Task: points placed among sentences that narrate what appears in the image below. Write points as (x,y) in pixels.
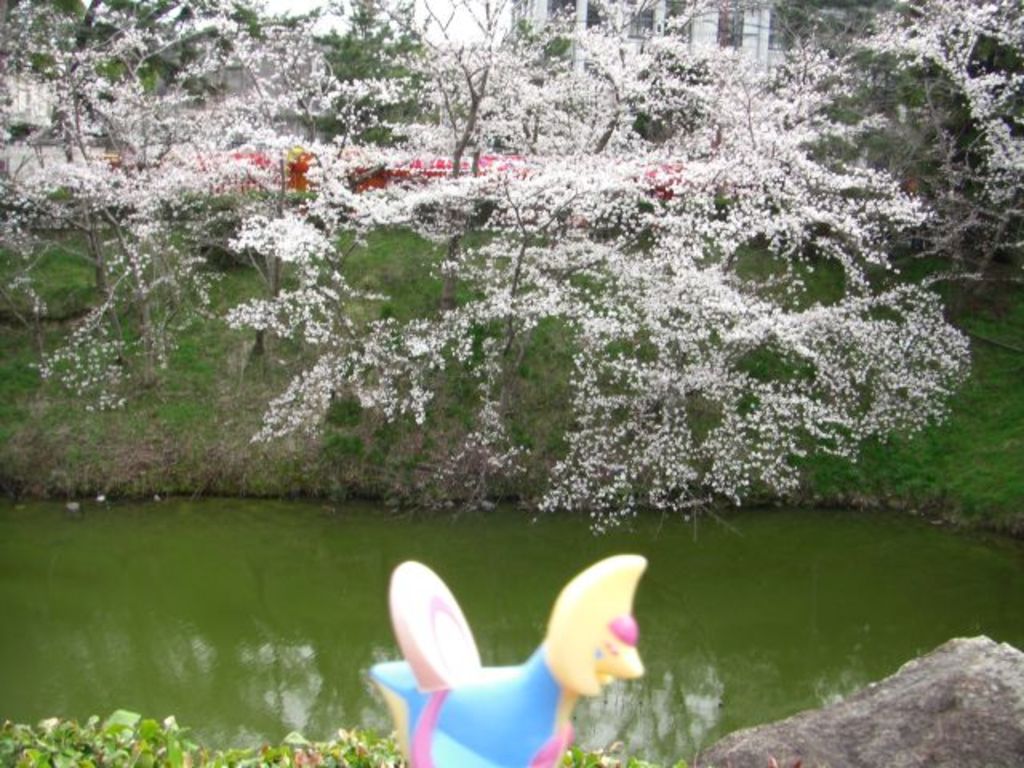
In this picture there is an object (553,680) and there is water (476,560) behind it and there are trees (535,186) which has white flowers (565,175) on it and there is a building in the background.
